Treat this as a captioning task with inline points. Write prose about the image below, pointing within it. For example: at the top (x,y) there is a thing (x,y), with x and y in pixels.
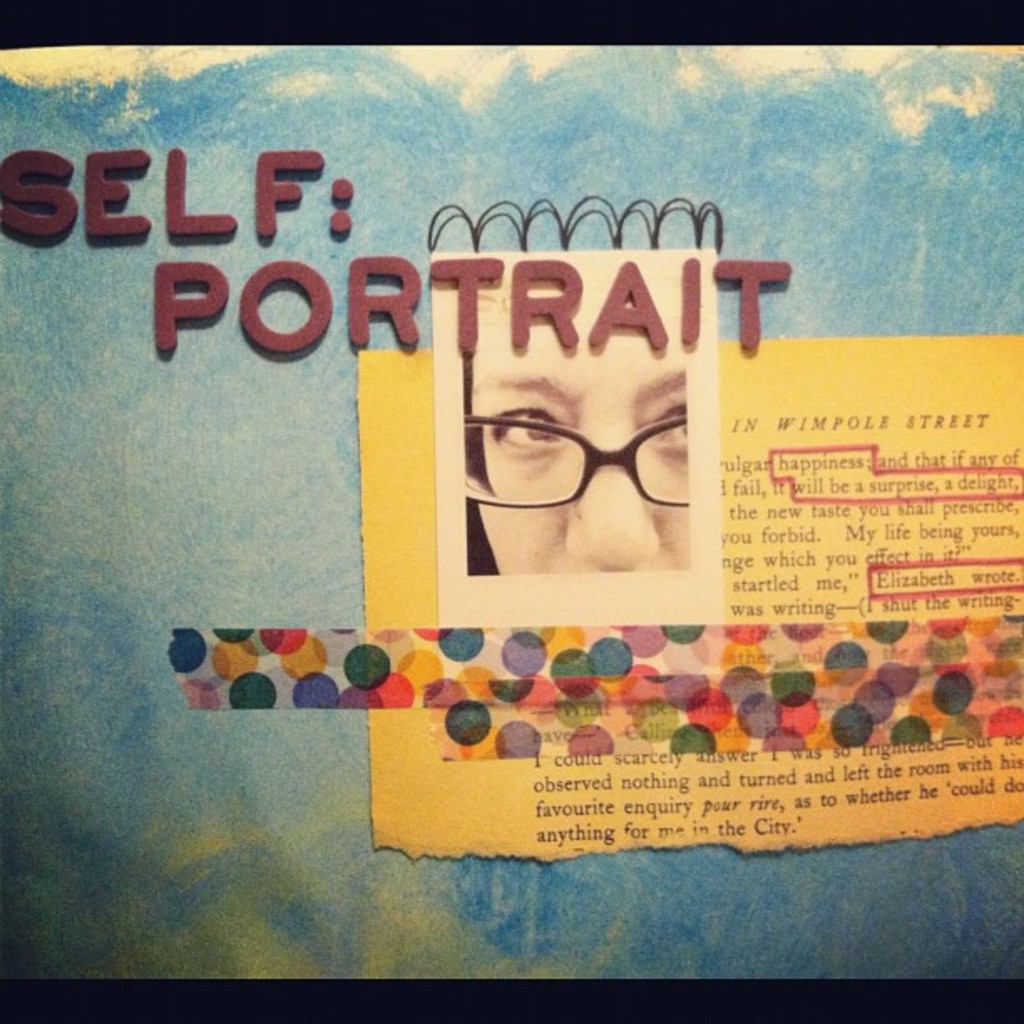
In this picture I can see sheet of paper (671,652) with text (889,490). I can see a photo (557,506) of a person (563,494). I can see blue color in the background (206,510).
